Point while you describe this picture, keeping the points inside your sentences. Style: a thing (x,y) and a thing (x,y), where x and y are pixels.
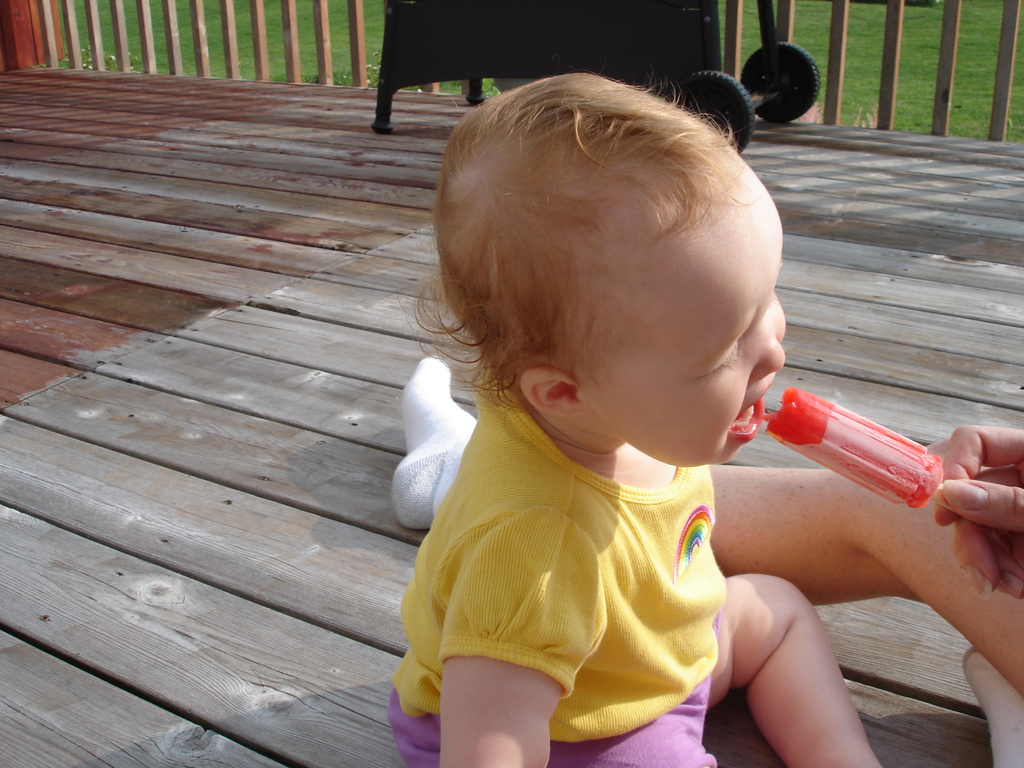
In this image we can see a kid (607,579) wearing yellow color T-shirt (594,565) and violet color short (696,724) sitting on a wooden surface (344,511) and we can see some person's hand (995,500) who is feeding some food item (833,455) to baby (668,437) and in the background of the image (652,16) there is a grill (772,60), fencing (51,36) and there is grass (869,102).
